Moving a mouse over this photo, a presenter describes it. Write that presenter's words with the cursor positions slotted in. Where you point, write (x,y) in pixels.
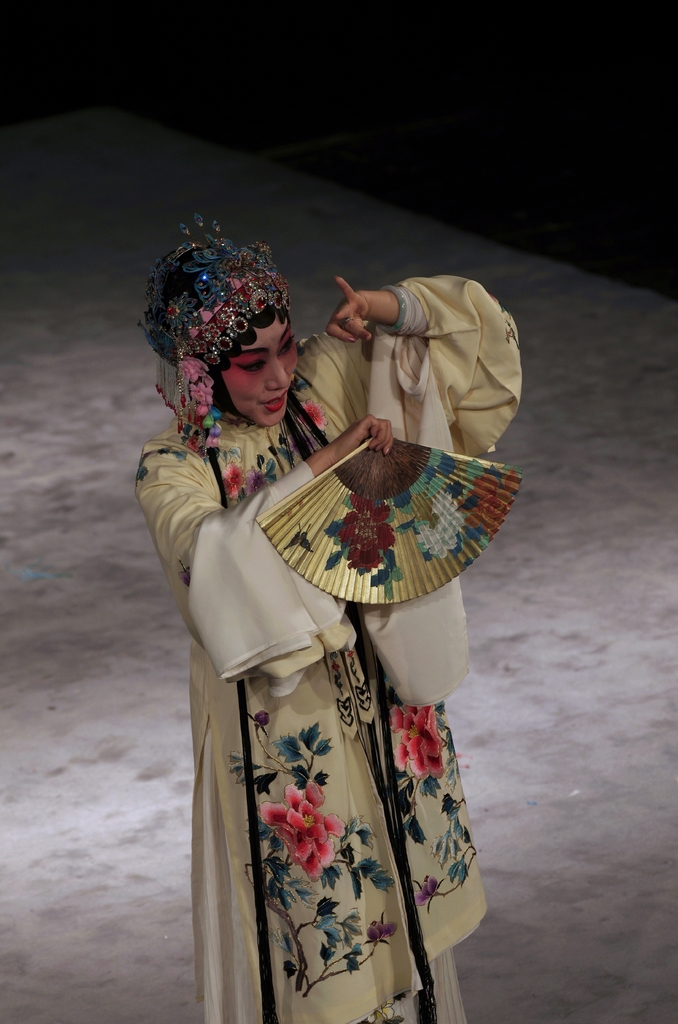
At the bottom of this image (435,867), there is a woman (513,364) in a dress (515,377), smiling and doing a performance on a stage (8,996). And the background (632,113) is dark in color.
